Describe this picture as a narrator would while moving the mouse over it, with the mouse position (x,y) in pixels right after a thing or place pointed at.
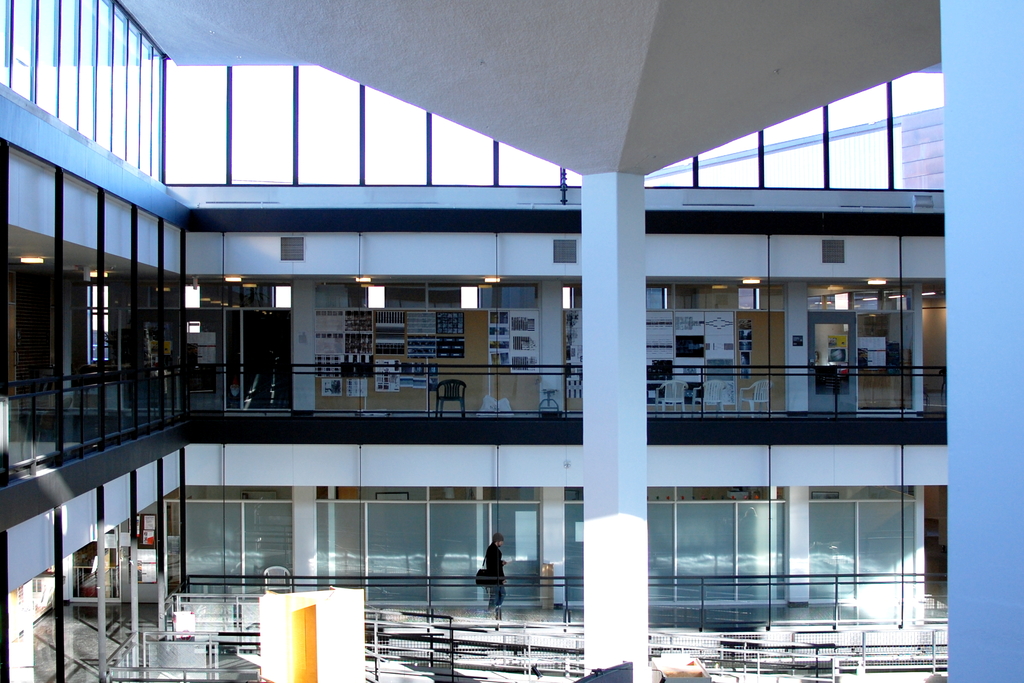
In this picture I can see a person (494,555) is standing on the floor (473,620), a pillar (594,588), fence (684,637) and chair (453,398) on the floor (516,614). I can also see framed glass wall (392,152), doors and some objects (288,648) on the floor (412,671).
